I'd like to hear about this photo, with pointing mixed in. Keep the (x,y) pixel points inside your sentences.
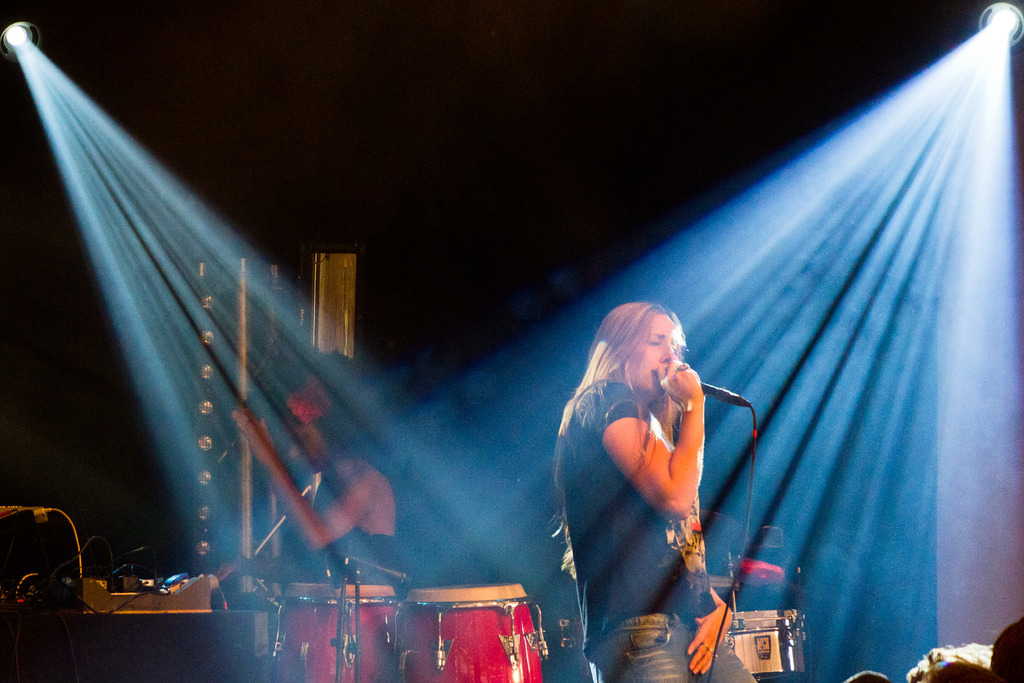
In this picture we can see two woman (329,507) where one is singing on mic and other is playing drums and in background (291,284) we can see wall (391,269), door (323,266), light (970,117).
